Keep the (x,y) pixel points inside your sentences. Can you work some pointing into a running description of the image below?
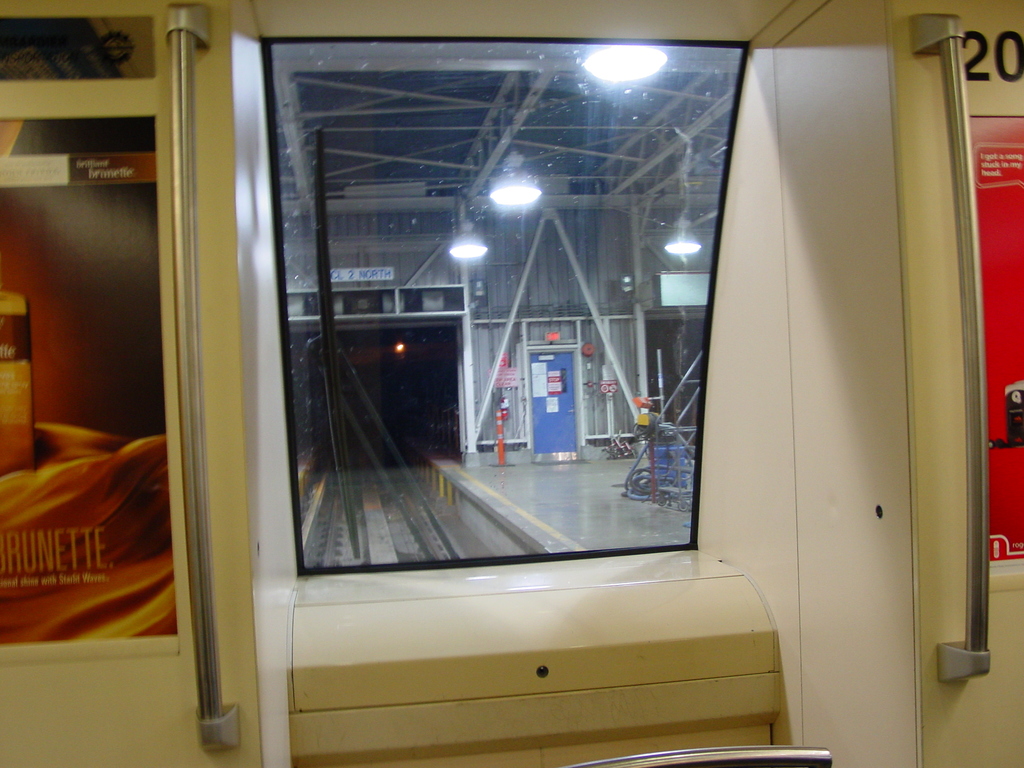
This looks like a glass window (653,544). These are the hangers (176,186). These look like posters (979,161), which are attached to the board (218,482). I think this is the rail track (372,535). I can see the lights (528,194) hanging to the roof (563,85). I can see few objects (678,457) placed on the platform (616,486).
